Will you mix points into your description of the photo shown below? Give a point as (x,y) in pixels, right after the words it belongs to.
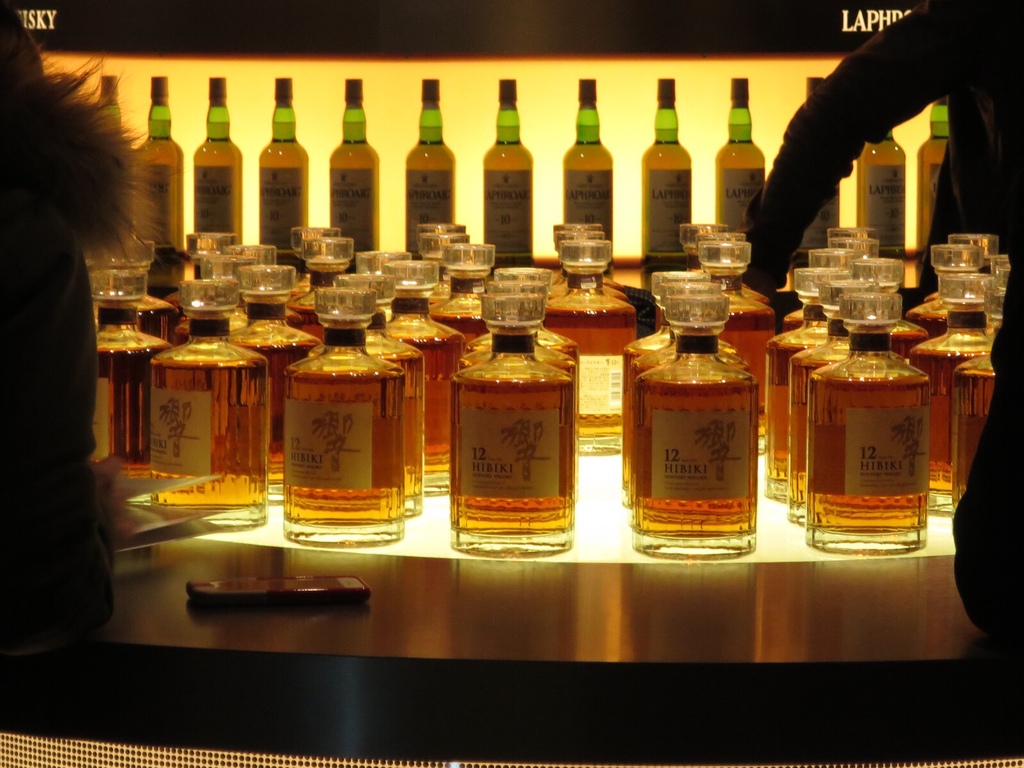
This picture is mainly highlighted with a different bottles (414,408) in a rack (193,73). At the right (929,106) and left side of the picture (34,191) we can see a partial part of a human (53,112).
